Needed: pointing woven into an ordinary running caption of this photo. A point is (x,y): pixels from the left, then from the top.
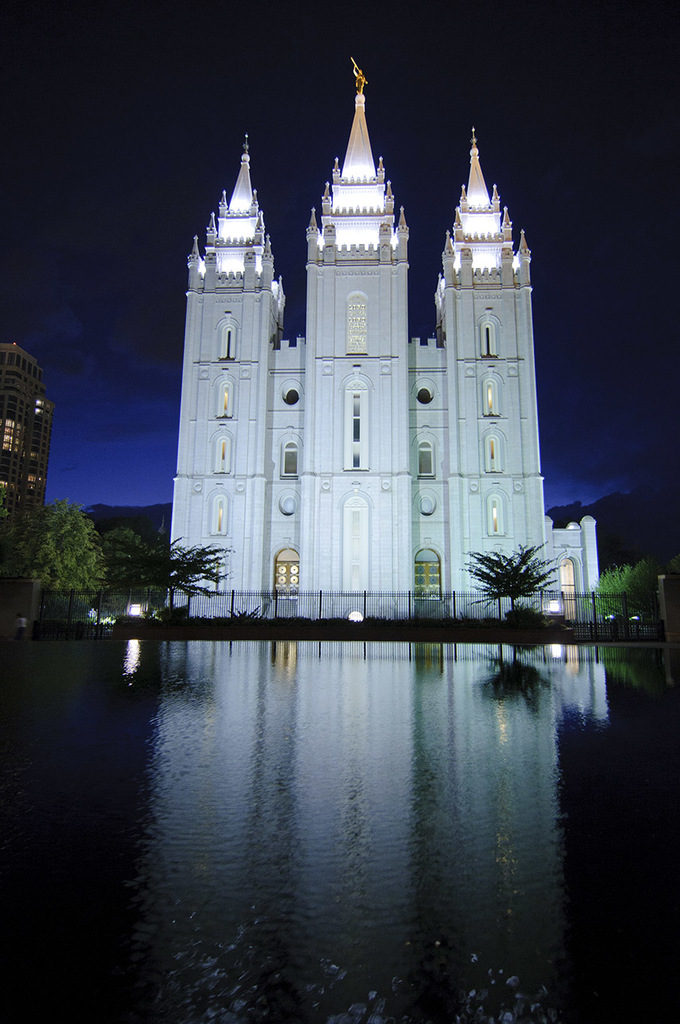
At the bottom of the image (432,693) we can see the water body (369,790). In the background (202,450), we can see buildings (235,337), trees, lights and a fence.
